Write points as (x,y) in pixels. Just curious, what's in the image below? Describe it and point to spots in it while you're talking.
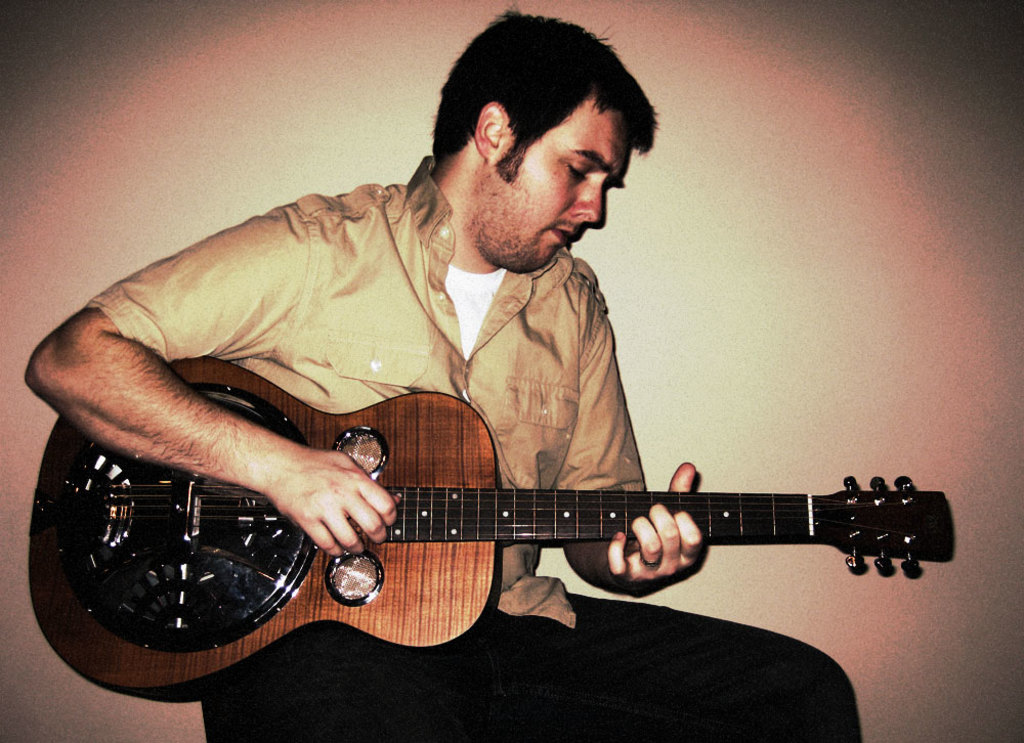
This man (318,697) is sitting and playing this musical instrument (468,529).
